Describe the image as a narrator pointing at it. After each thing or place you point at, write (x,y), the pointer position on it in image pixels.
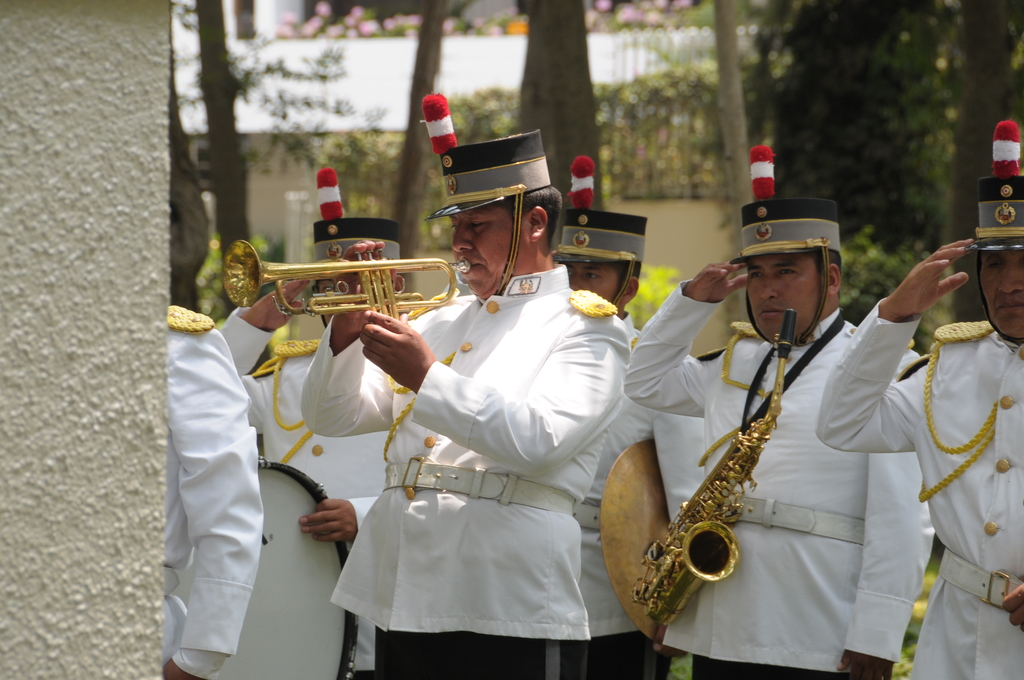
In this image there are few people (485,540) in the middle (483,396) who are wearing the white color costume (765,449) and a cap (493,190), are saluting. In the middle (469,367) there is a man (475,387) who is playing the trumpet (396,312). In the background (584,92) there are trees (438,76). Behind the trees (438,76) there is a building (310,48). In the building (282,52) we can see there are flower plants (382,22) in the balcony (323,30).
